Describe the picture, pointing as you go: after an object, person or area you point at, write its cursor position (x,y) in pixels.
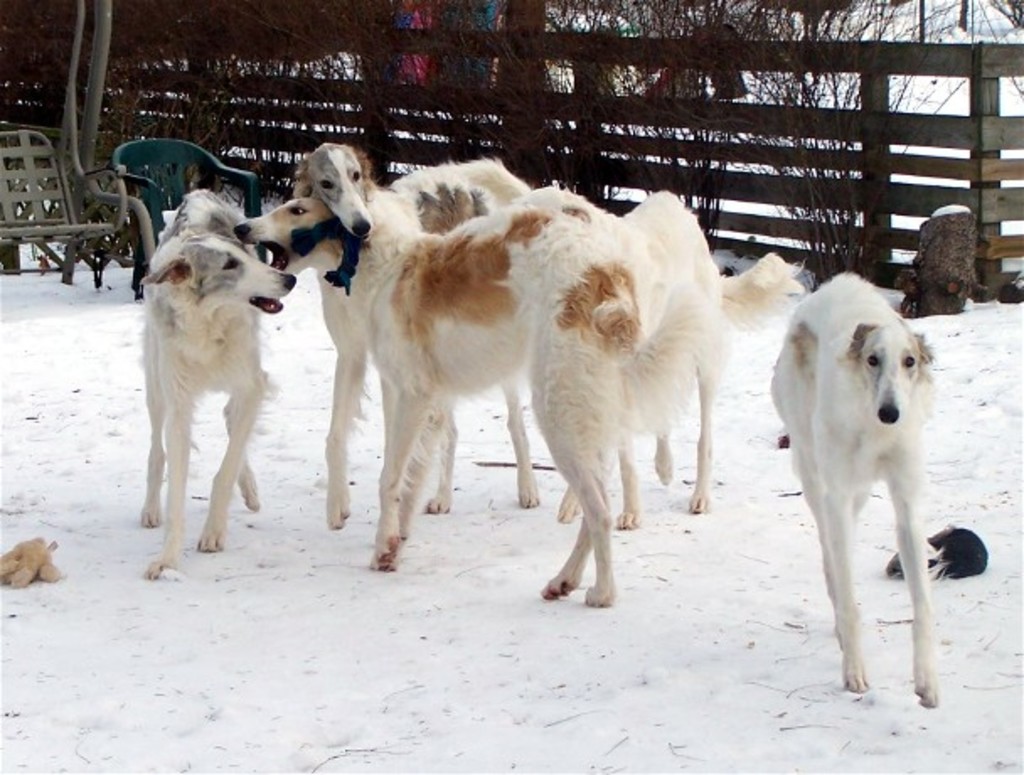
In the picture we can see some dogs (701,513) are standing on the snow surface (533,689) and behind them, we can see two chairs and behind it, we can see a wooden railing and behind it we can see some dried plants (135,123).
